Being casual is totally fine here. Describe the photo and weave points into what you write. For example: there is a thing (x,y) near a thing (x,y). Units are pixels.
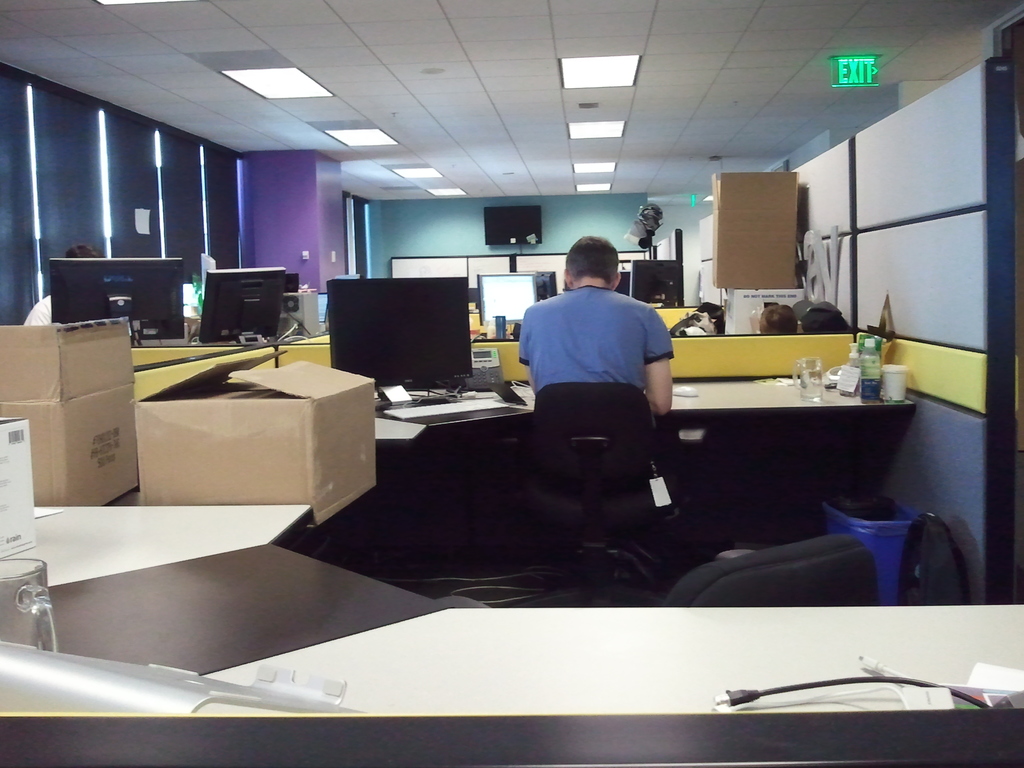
In this image I can see the black and white colored desk (345,631) and on the desk (316,594) I can see few wires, few cardboard boxes (306,383), few monitors (396,338), a glass (807,375) and few other objects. I can see the wall (593,203), a screen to the wall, few window blinds (123,177), the ceiling (314,76) and few lights (255,76) to the ceiling (498,39).
